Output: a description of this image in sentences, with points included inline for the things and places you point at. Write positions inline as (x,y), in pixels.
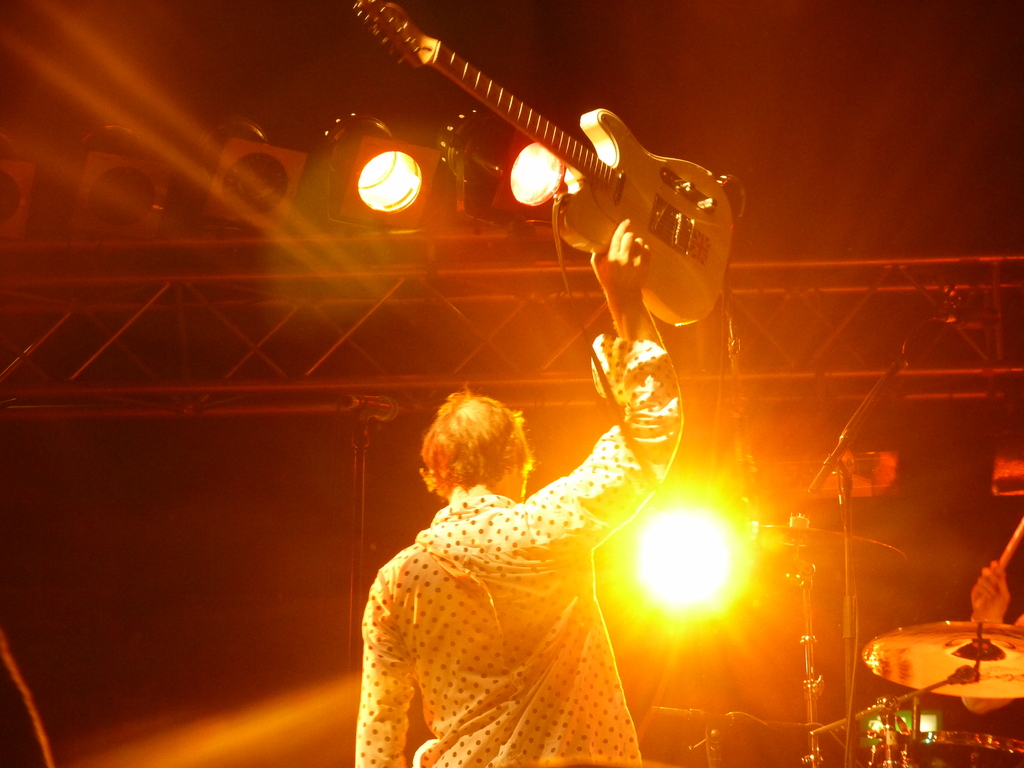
In this image we can see a person (643,309) holding a guitar (627,210), another person (992,580) playing jazz (933,624), there are some lights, mics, we can also see an iron stand (513,361).
